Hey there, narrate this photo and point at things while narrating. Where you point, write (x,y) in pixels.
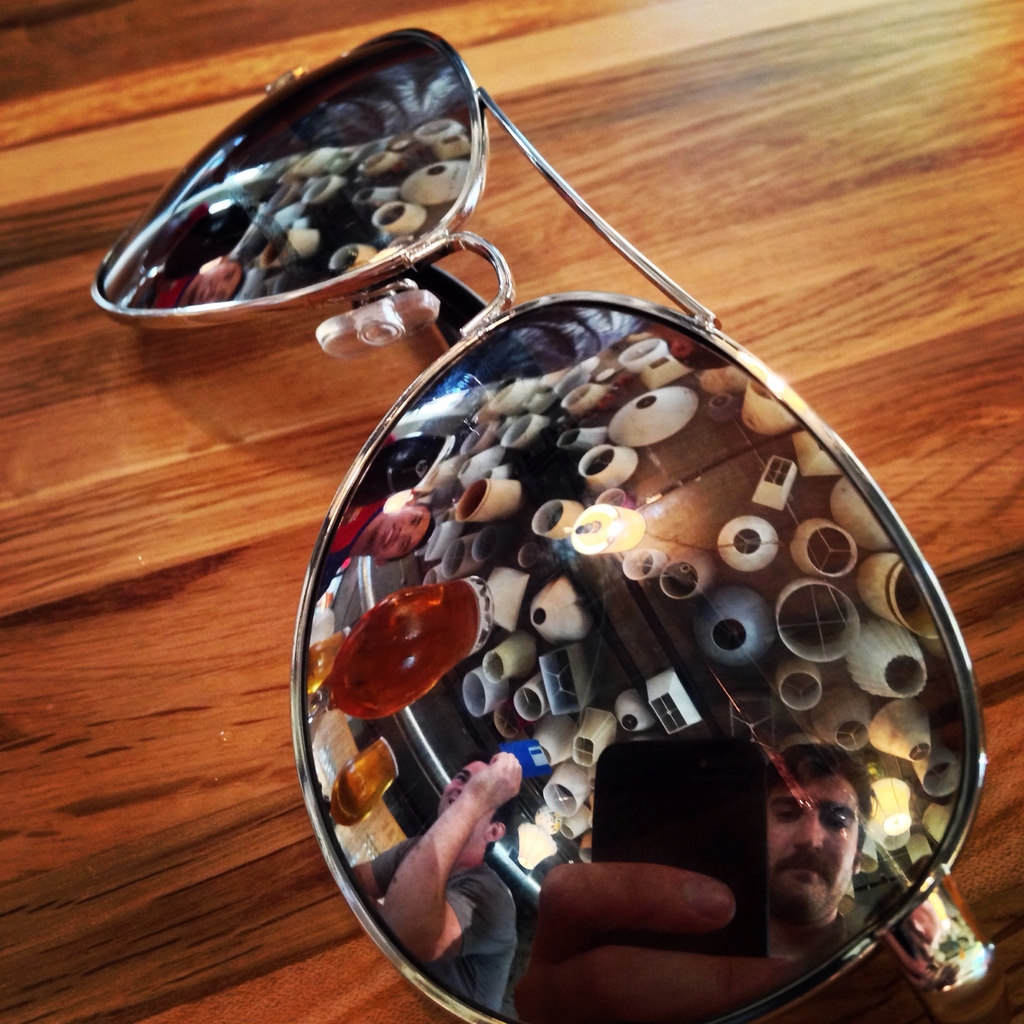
It is an image of spectacle (494,450) placed on a wooden table (827,212) through the spectacle (683,739) it can be viewed that a man (768,781) is taking a photograph of the spectacle (721,749) beside him there is another person (484,847) sitting.
